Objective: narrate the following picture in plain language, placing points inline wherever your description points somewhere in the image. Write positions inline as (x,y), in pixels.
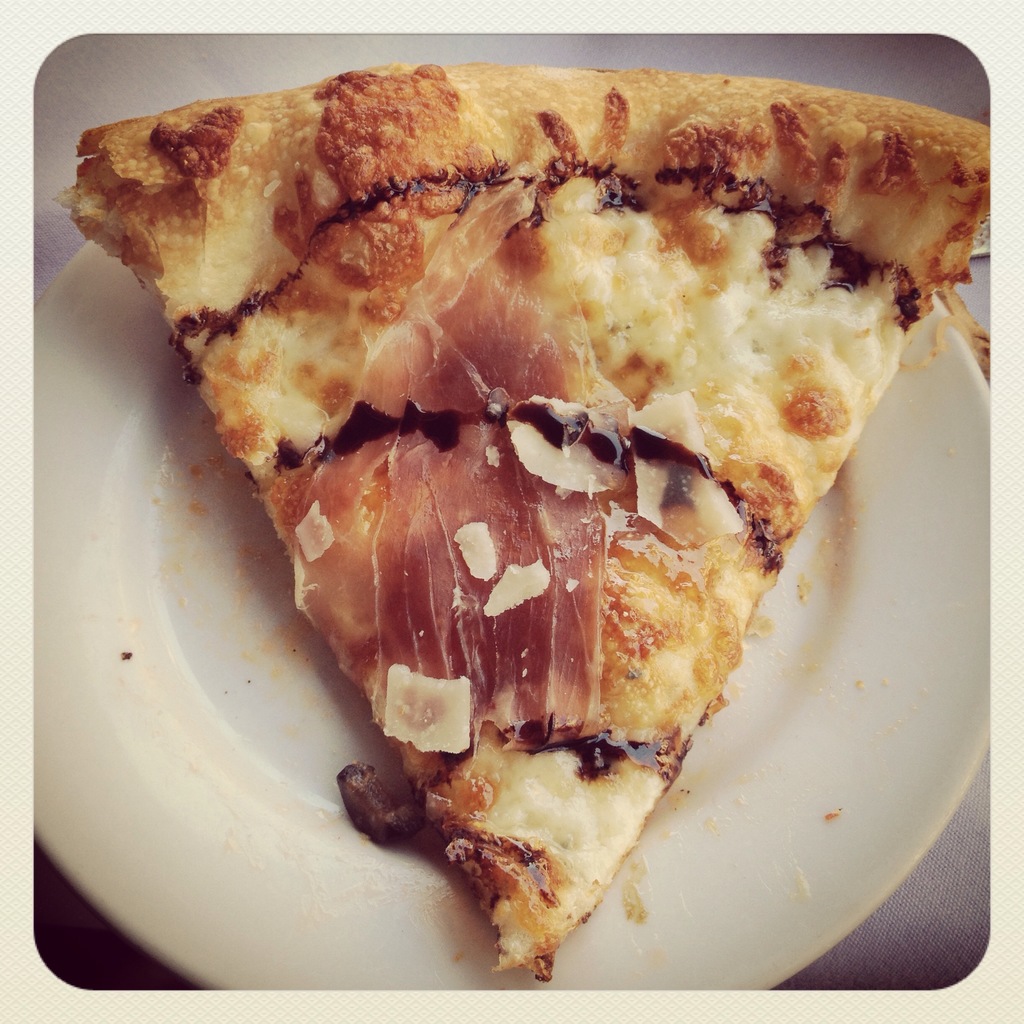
In this picture we can see a pizza slice (699,510) in the plate (815,739).
